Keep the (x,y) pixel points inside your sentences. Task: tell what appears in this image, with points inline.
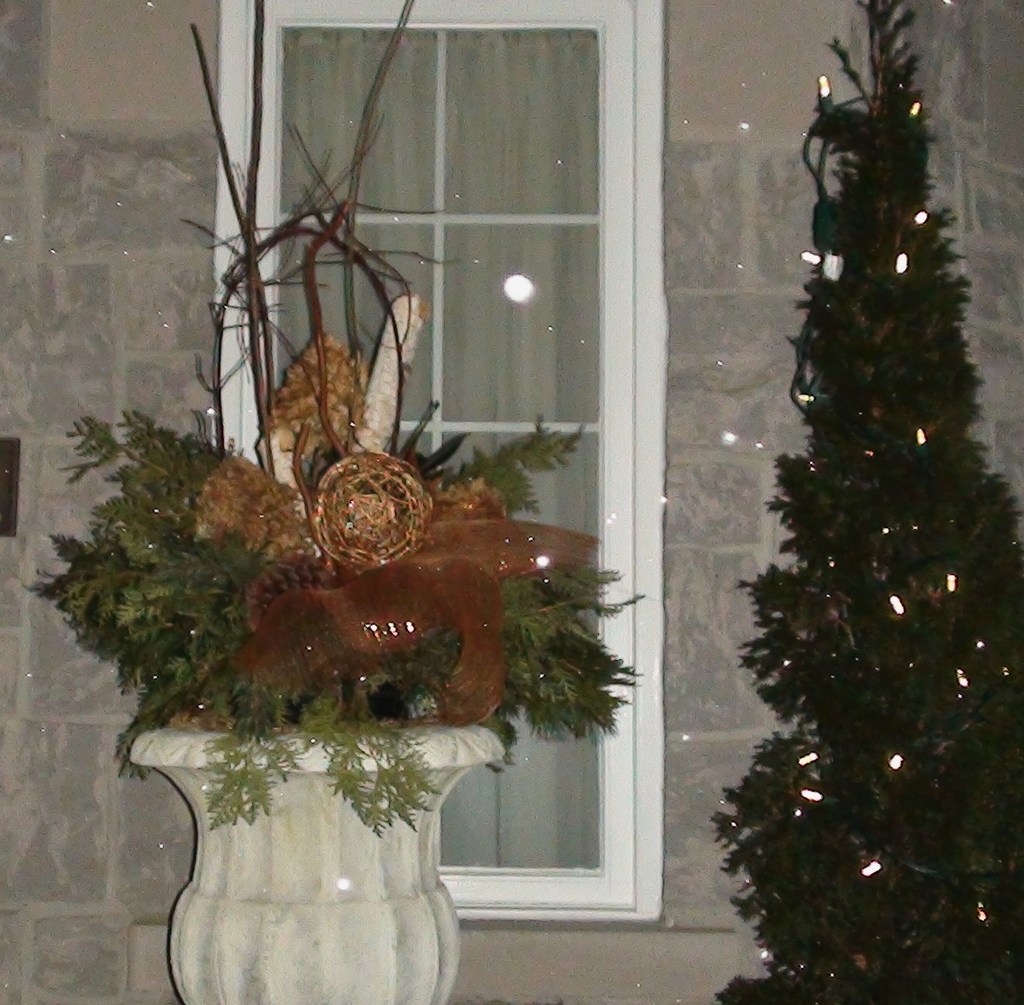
In this picture we can see a plant (362,724) and a pot (294,793), beside to the plant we can find a christmas tree (870,695) with lights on it, in the background (526,225) we can see a window (603,249) and curtains (552,232).
